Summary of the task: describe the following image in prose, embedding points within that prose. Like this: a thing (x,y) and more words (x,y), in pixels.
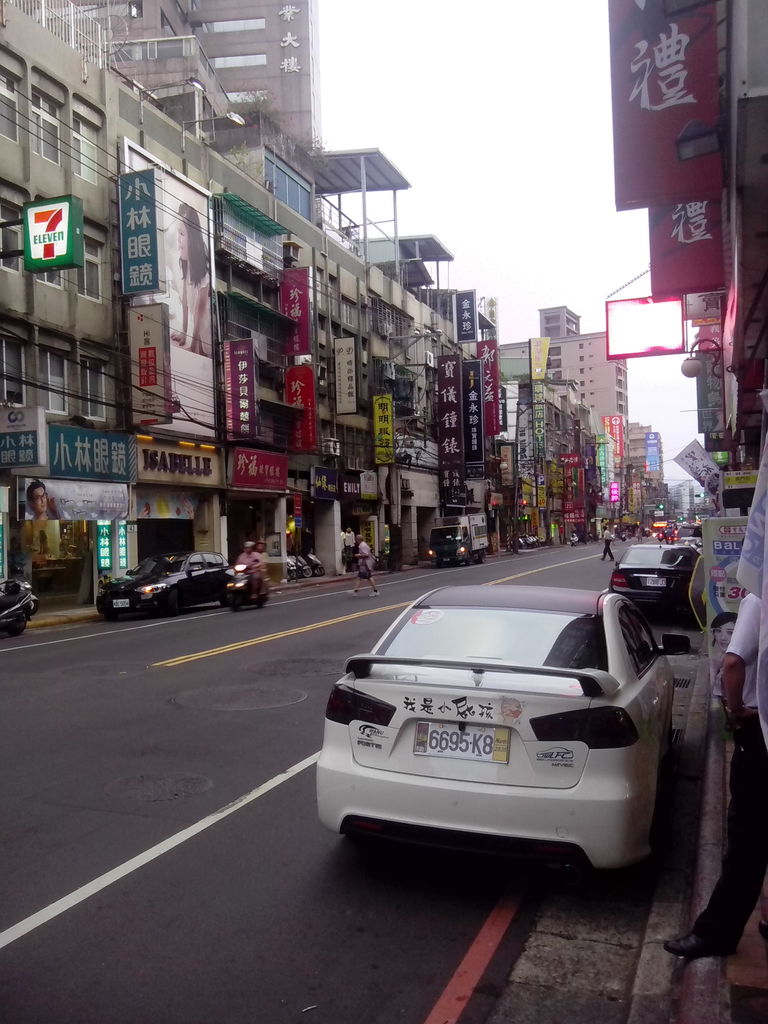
This is an outside view. At the bottom (219,781) there is a road (164,699) and there are few cars (557,753) and bikes (247,601) on the road (252,684) and also I can see few people (366,560) are walking. On both sides of the road (365,604) there are many buildings (594,371) and also I can see many boards (389,404). At the top of the image (505,80) I can see the sky (483,37). On the right side (740,749) there is a person (728,904) standing on the footpath (727,968).
